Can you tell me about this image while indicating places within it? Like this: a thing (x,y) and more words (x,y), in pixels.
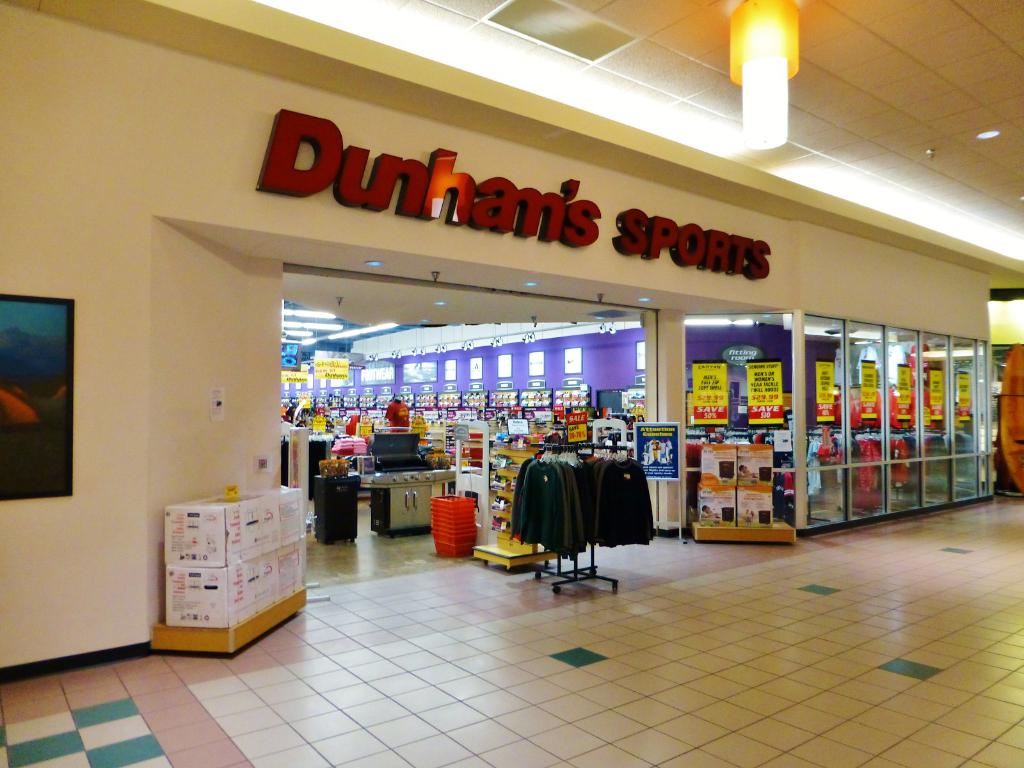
In this image we can see building (122,144), stores (738,341), name board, electric lights (797,38), cardboard cartons (199,598), wall hangings (29,423), advertisements (864,382) pasted on the doors (878,376) and floor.
